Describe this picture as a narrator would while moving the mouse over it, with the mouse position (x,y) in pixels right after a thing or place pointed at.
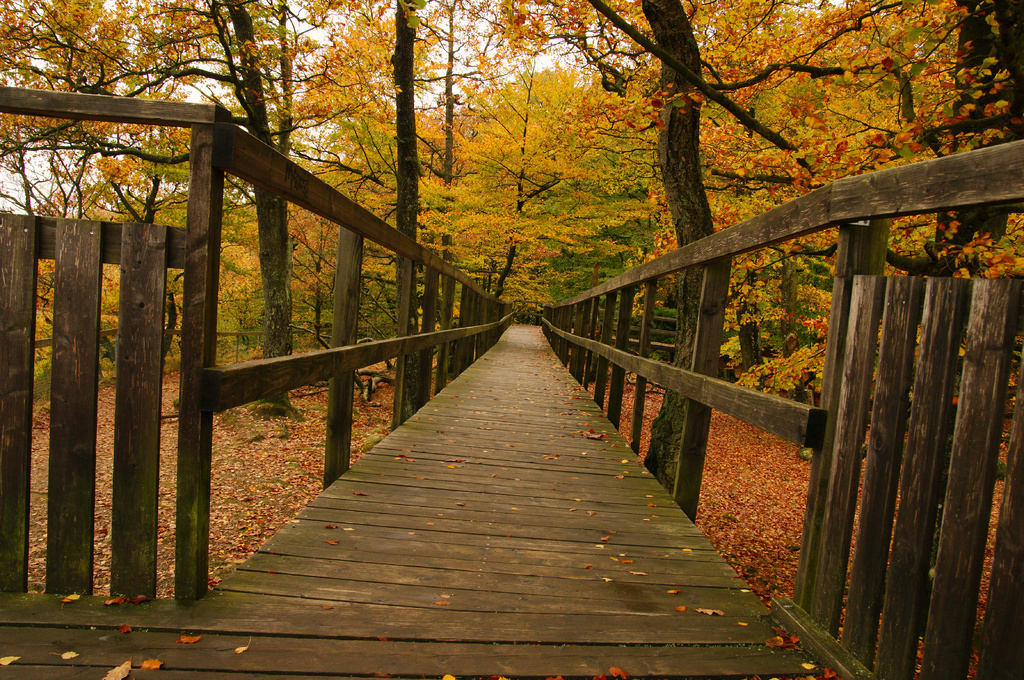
In this image I can see a wooden fencing (812,419), wooden path (531,327) and trees (788,121). I can see few yellow and orange leaves (623,118). The sky (526,54) is in white color.
